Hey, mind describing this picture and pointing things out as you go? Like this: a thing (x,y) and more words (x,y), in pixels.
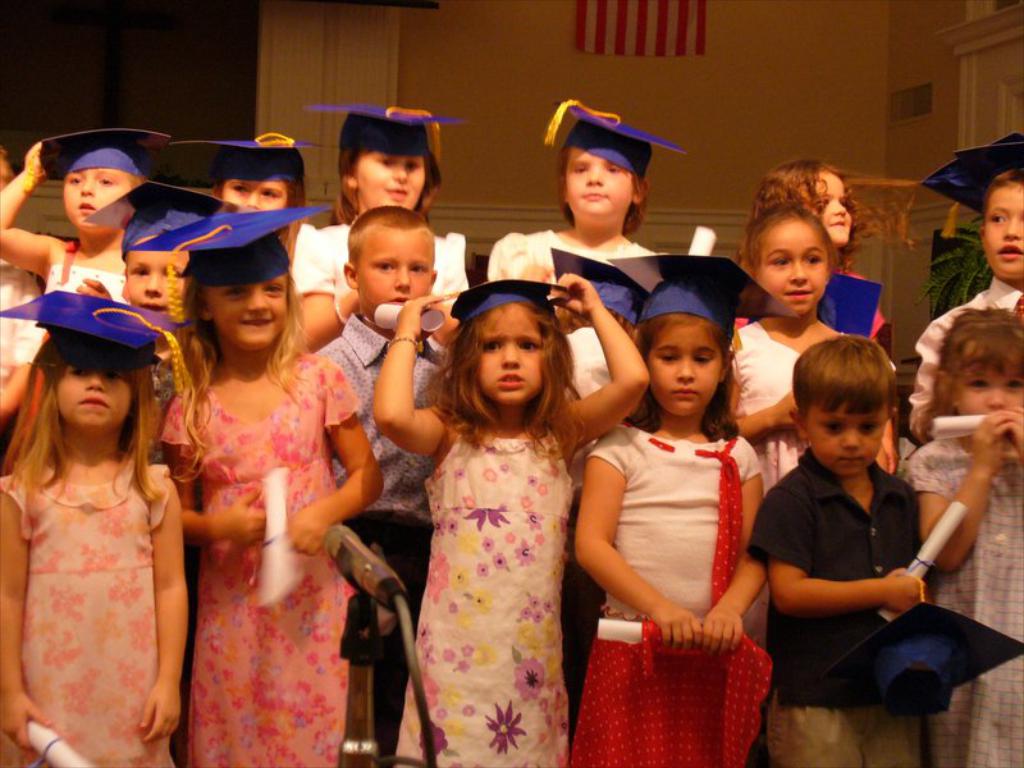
In this image we can see these children (770,326) wearing blue color hats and holding certificates (76,766) in their hands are standing here. Here we can see the mic (361,550) to the stand (354,752). In the background (161,84), we can see the wall (470,91).
